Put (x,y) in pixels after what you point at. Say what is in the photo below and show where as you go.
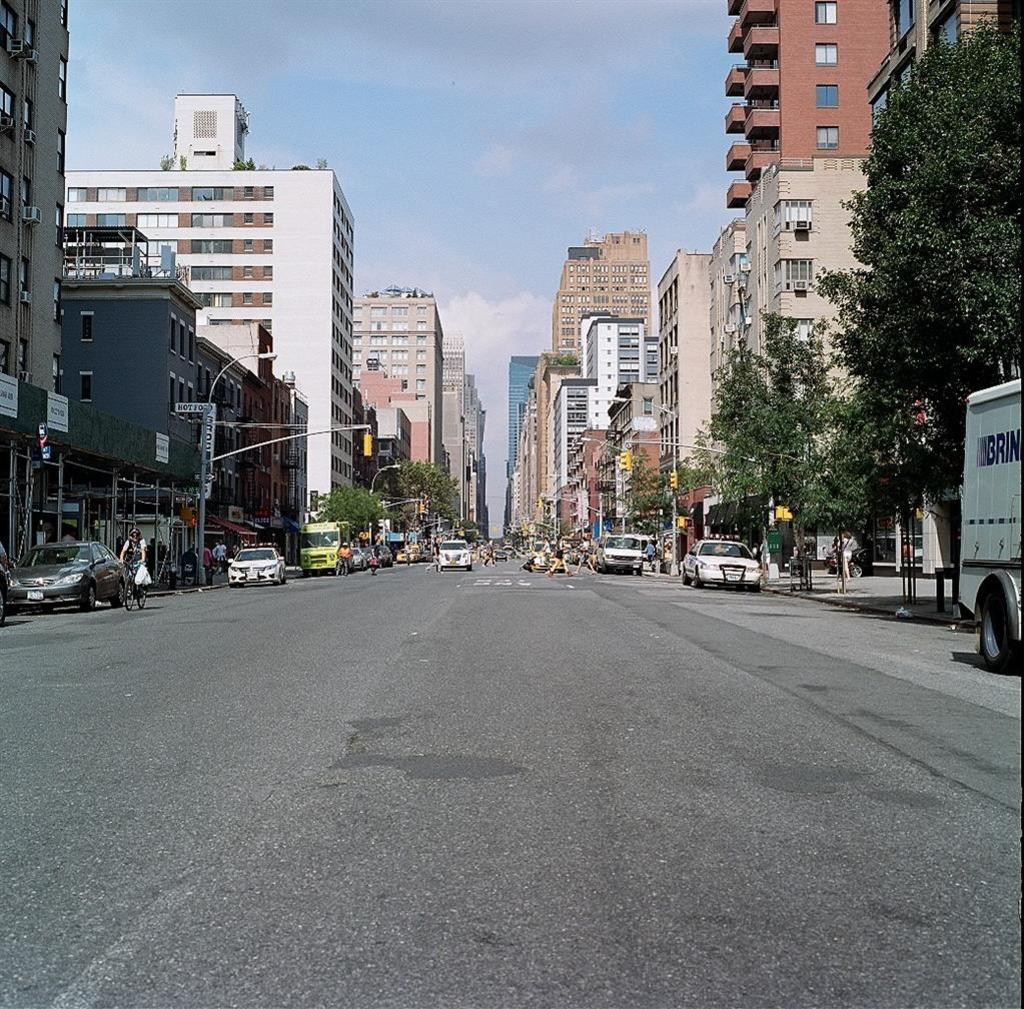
In this image, we can see some cars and trees (784,401) in between buildings (141,323). There is a person (135,554) on the left side of the image (124,560) riding a bicycle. There is a signal pole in front of the building (127,315). There is a vehicle (997,419) on the right side of the image (984,547). At the top of the image (565,120), we can see the sky (532,160).
